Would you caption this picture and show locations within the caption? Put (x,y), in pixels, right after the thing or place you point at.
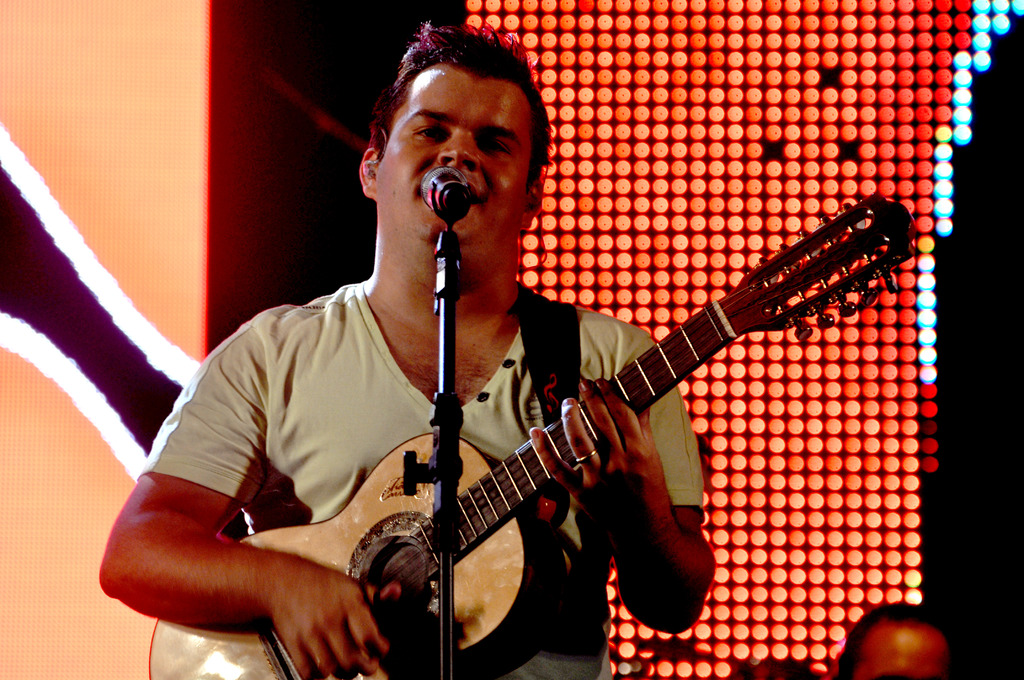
In this image i can see a man (419,155) holding a guitar (501,478) and playing, he is also singing in front of a micro phone (462,179), at the back ground (610,110) i can see few lights (717,97).
